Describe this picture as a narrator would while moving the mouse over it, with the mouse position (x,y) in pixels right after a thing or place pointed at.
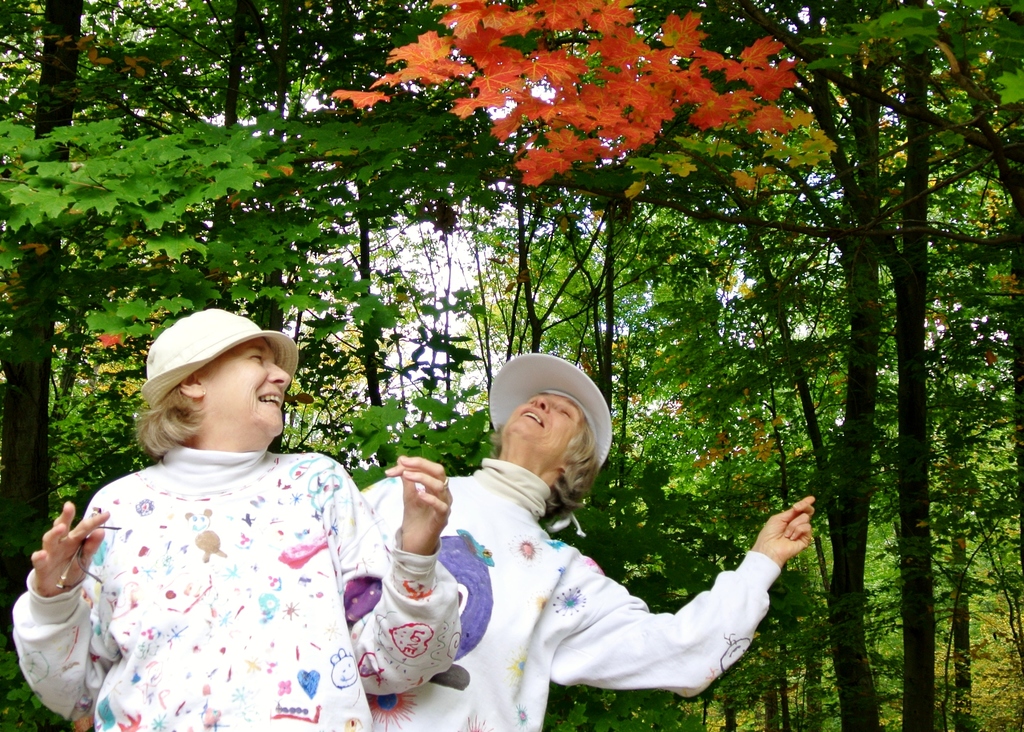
In this image we can see two people (499,635) wearing caps (258,333) are standing. In the background (801,103), we can see a group of trees (473,190) and the sky (464,232).
